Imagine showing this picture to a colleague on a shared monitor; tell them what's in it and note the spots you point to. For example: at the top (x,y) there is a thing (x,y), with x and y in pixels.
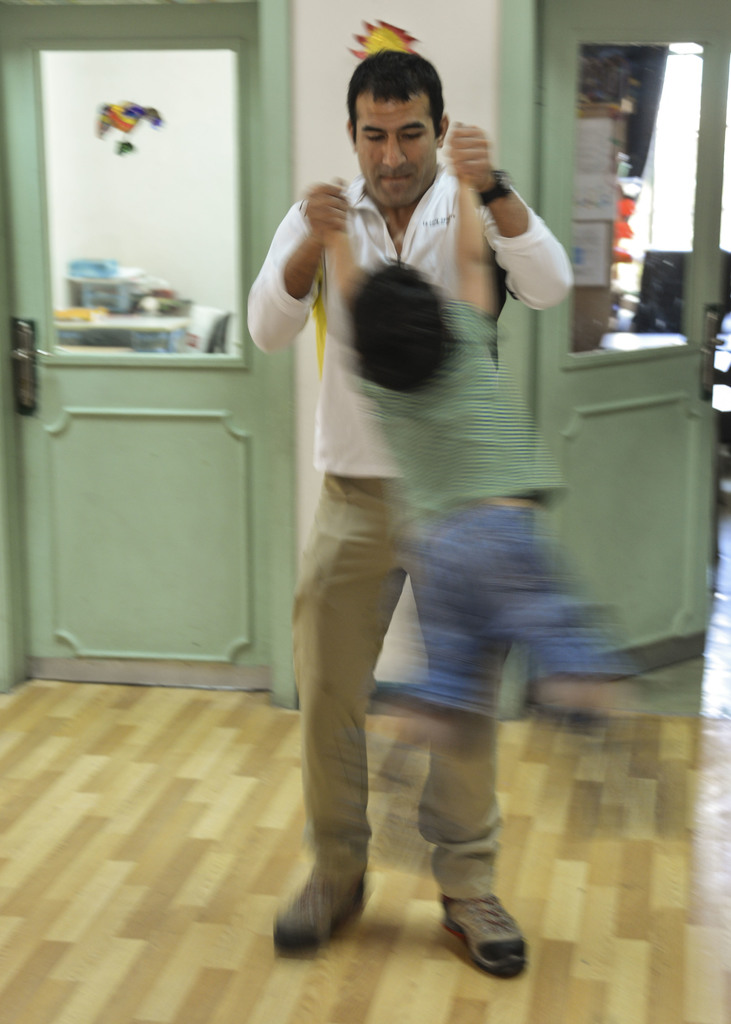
In this picture we can see a person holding a child (413,394) in his hands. We can see doors (203,140). Through these doors (80,133) we can see a few objects (633,194). We can see a craft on the door (156,586) and on the wall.
